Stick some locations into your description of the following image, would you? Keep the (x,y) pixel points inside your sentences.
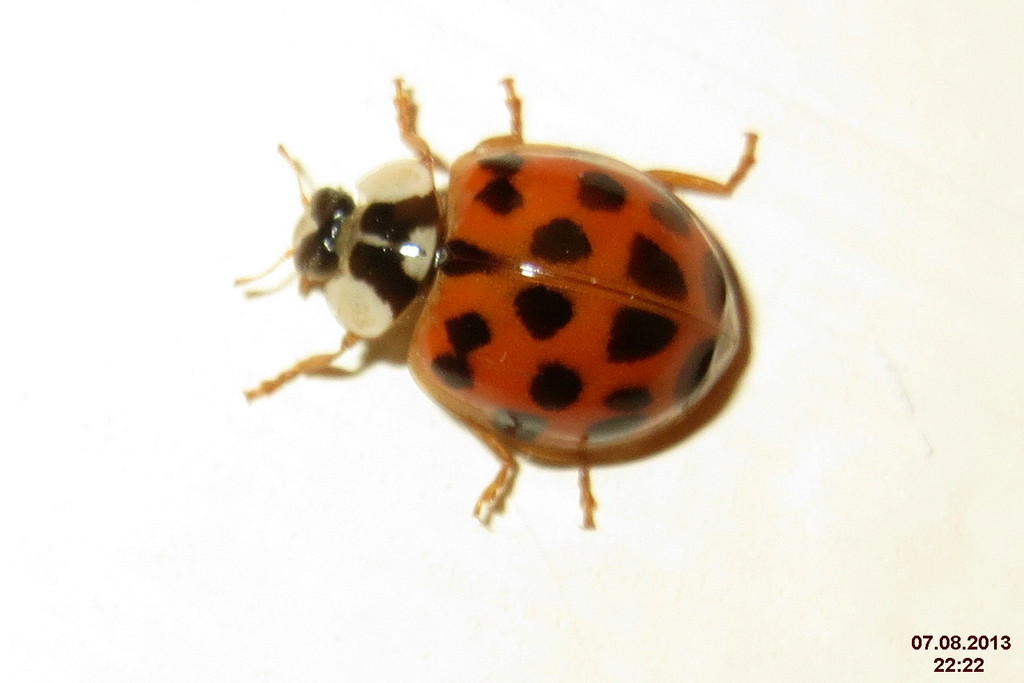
In this picture we can observe an insect (457,278) which is in red and black color. This insect (299,255) is on the floor (684,11) which is in white color.
